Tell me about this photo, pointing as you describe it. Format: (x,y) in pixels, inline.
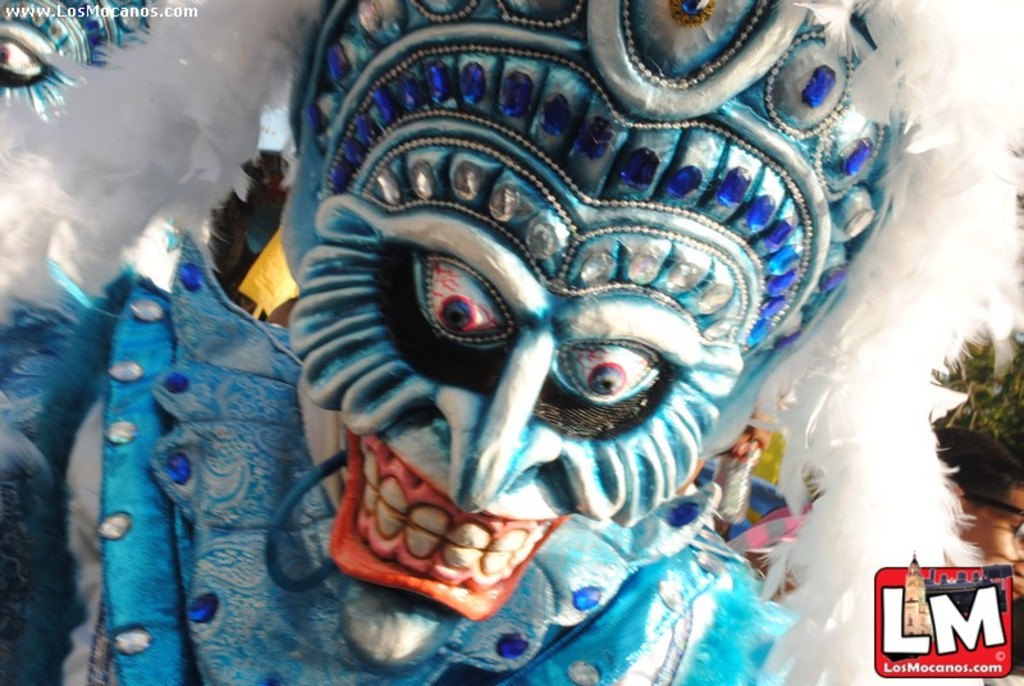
In this image there is a depiction (487,394) as we can see in middle of this image (525,357). There is a logo (959,641) on the bottom right corner of this image (948,628).
